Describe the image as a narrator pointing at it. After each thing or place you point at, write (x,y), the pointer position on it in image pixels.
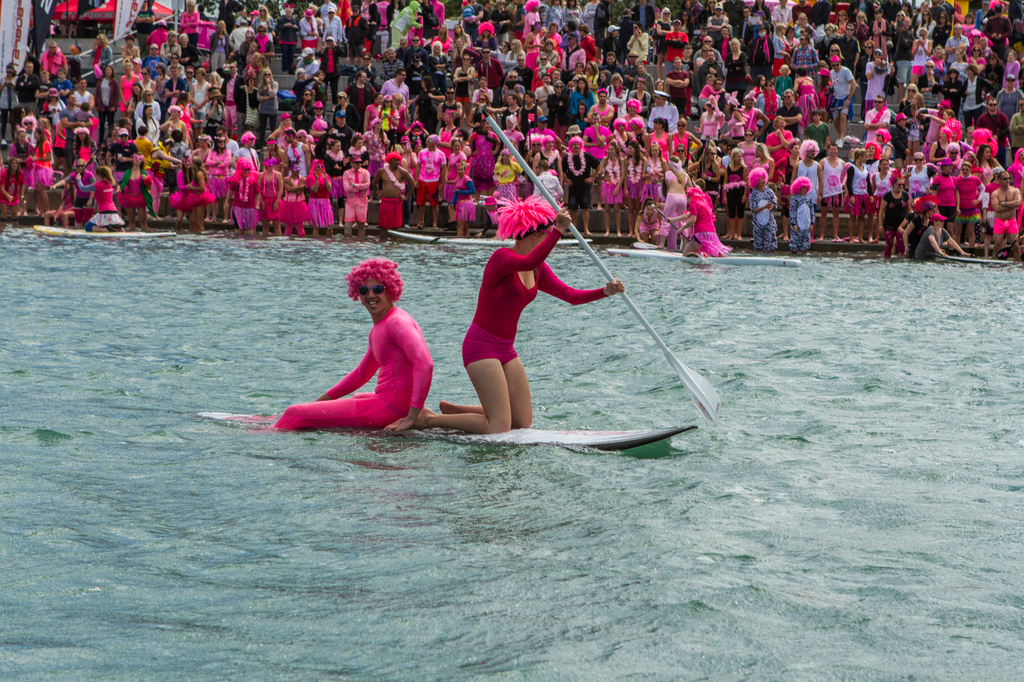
In this image we can see two persons (469,362) sitting on a paddleboard (623,435) and one of them is holding a paddle (710,408) in her hands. In the background (264,63) we can see persons (548,83) standing on the stairs (274,54), paddleboards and water (265,297).
